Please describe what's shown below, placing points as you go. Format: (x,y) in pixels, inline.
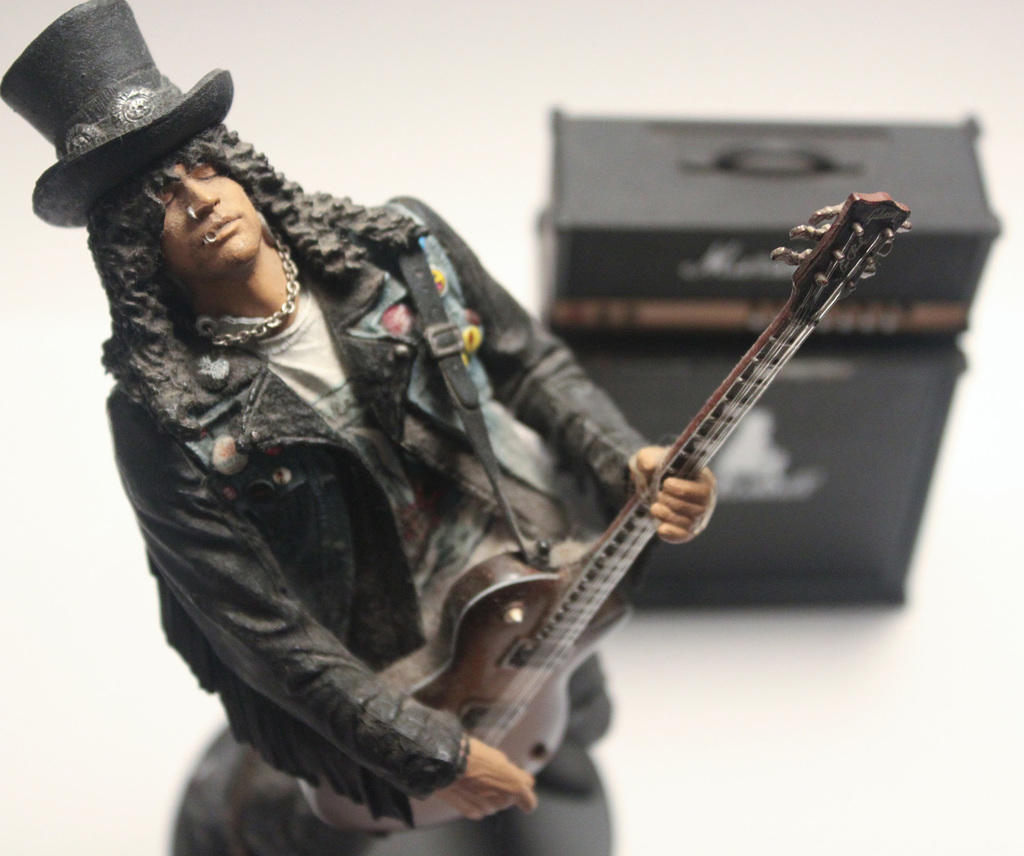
In the image we can see there is a man (326,532) who is standing and holding guitar (813,233) in his hand (489,776) and it's a statue (194,515) of a person (186,429).
